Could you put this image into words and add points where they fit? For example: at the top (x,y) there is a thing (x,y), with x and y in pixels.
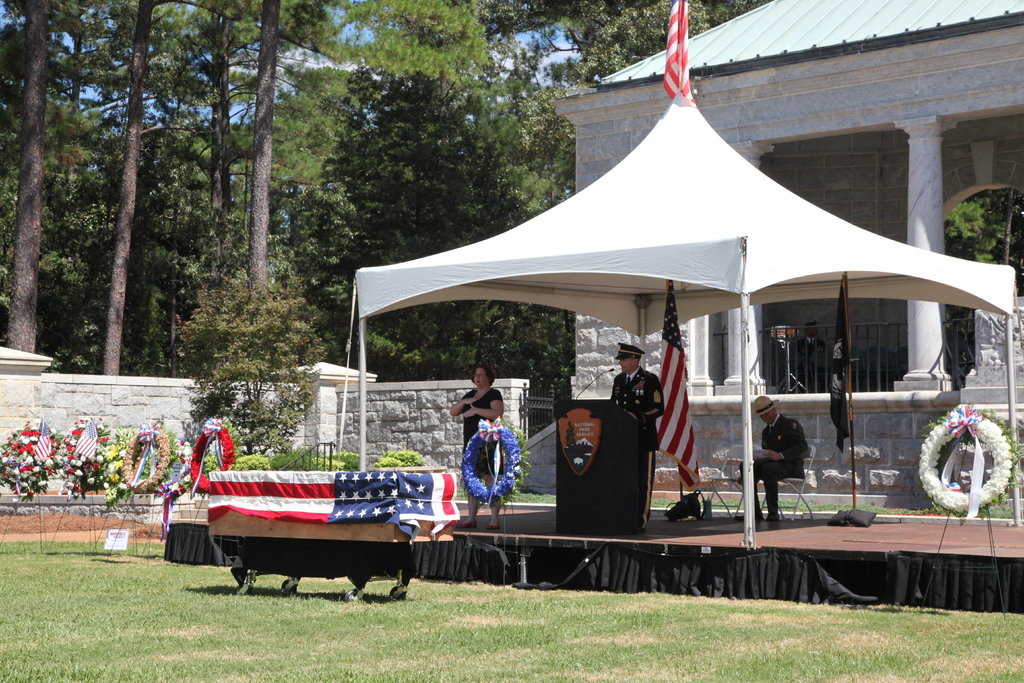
In the center of the image (604,454) we can see person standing at the desk (590,464). On the left side of the image (71,331) we can see plants (173,454), flowers (190,452), trees (223,178) and grass (68,613). In the background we can see persons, flags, tent (707,130), house (913,69) and sky (550,53).
